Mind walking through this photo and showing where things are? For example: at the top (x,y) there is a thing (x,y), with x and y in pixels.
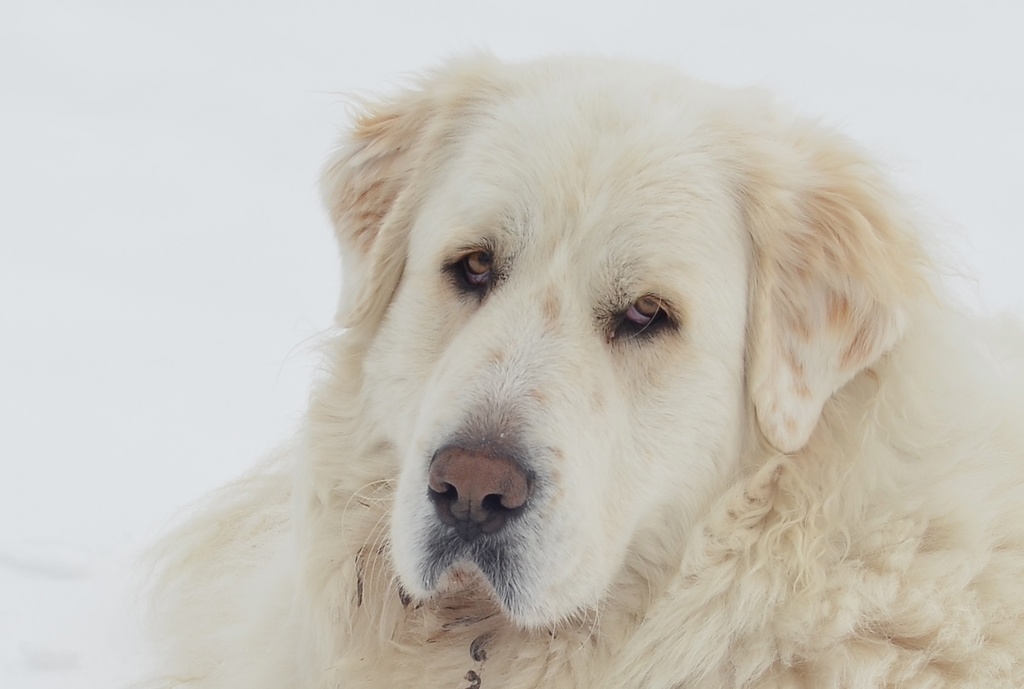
In this picture there is a light cream color dog (613,588). At the back (17,235) there is a white background (79,59).
